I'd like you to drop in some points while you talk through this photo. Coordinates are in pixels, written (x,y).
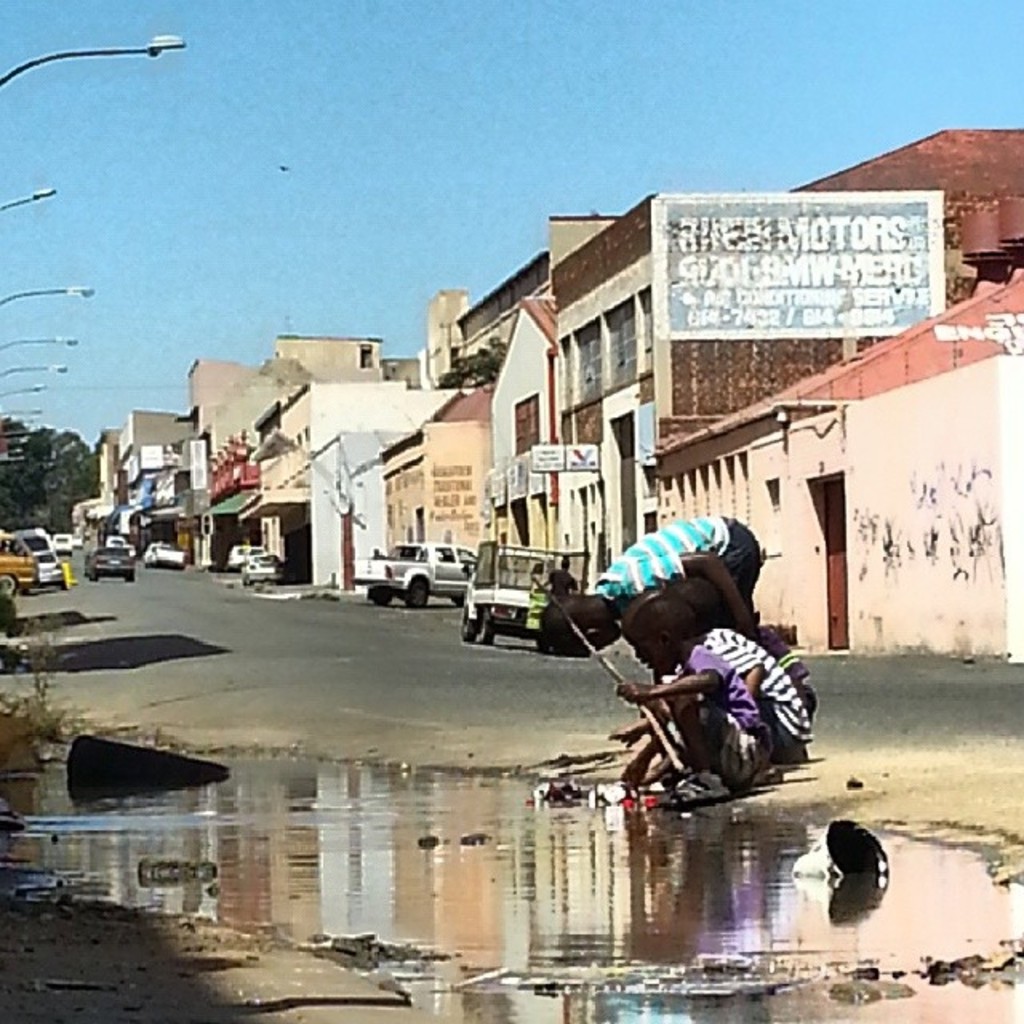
In the image in the center, we can see water (591,993) and few kids (781,711) are holding some objects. In the background (487,164) we can see the sky (139,296), buildings (912,420), poles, trees (453,351), banners (830,193), vehicles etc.
